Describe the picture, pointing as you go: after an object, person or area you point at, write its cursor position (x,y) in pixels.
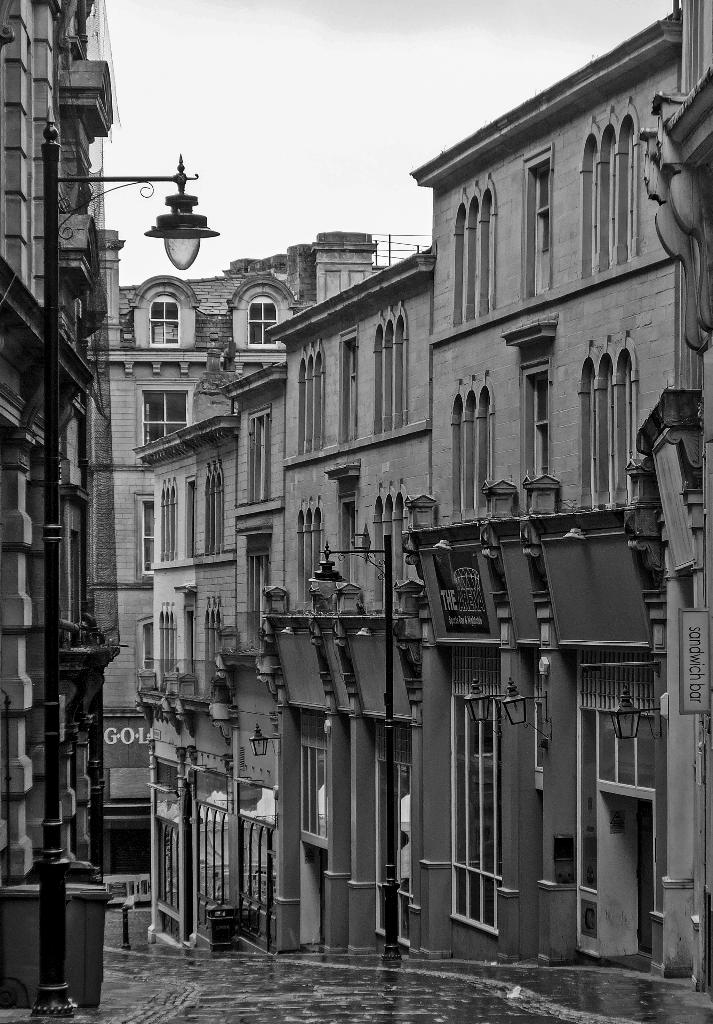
In this black and white picture there are buildings (228,500). In front of the buildings (84,219) there are street light poles (353,553). At the bottom (257,987) there is the road (257,958). At the top (307,72) there is the sky (322,99). There are boards (458,596) on the buildings (489,615). To the right (690,671) there is a board (699,658) to the pole (702,600).
